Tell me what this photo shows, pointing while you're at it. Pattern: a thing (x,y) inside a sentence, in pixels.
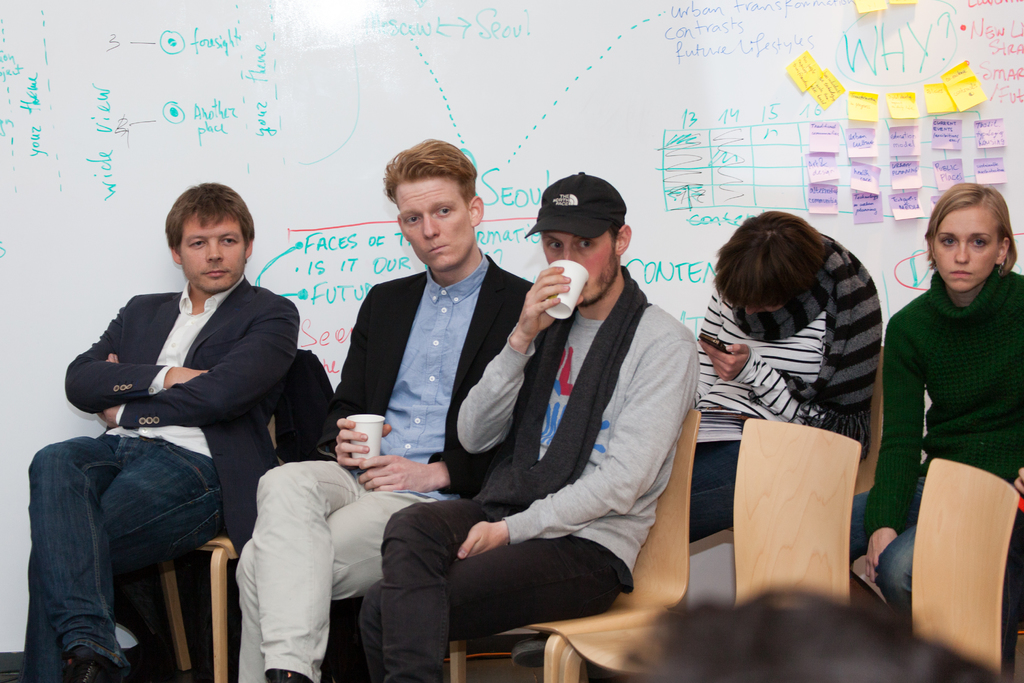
In this image we can see people (250,439) sitting on the chairs (878,460). The men (633,544) sitting in the center (566,305) are holding glasses (361,455). In the background (336,106) there is a board (672,16) and we can see text (709,126) written on the board (350,188).
